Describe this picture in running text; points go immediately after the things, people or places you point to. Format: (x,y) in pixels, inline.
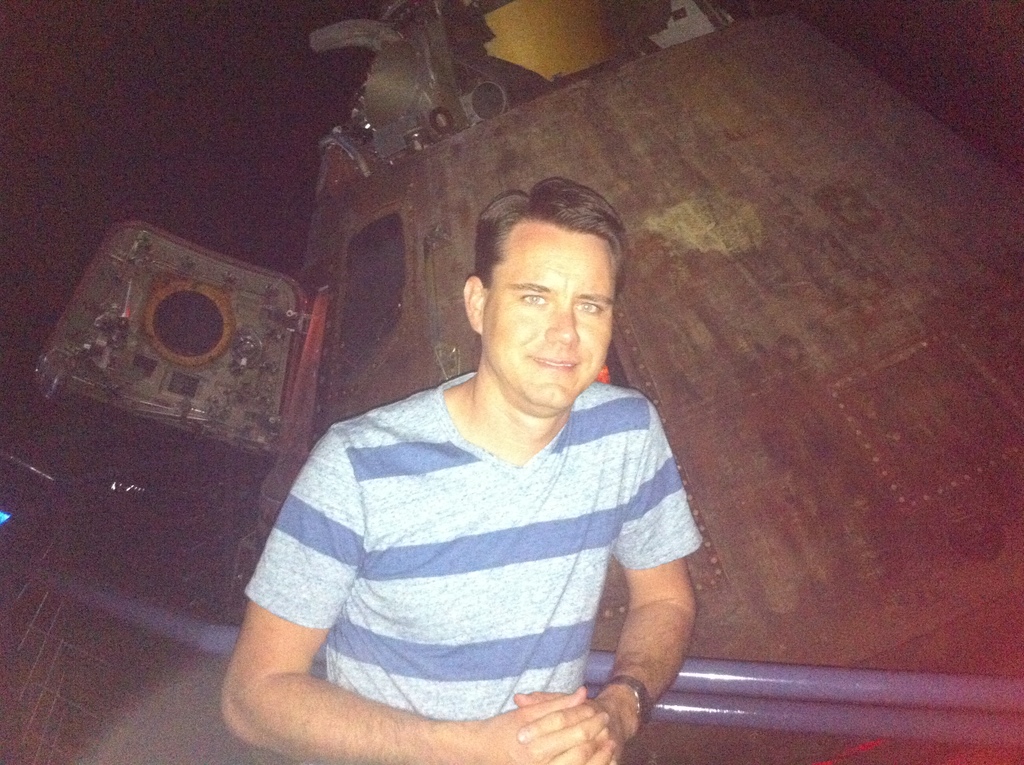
In this image I can see a man (526,599) is standing and smiling. The man (473,504) is wearing a t-shirt (499,624) and a watch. In the background (270,307) I can see some objects (318,272).
